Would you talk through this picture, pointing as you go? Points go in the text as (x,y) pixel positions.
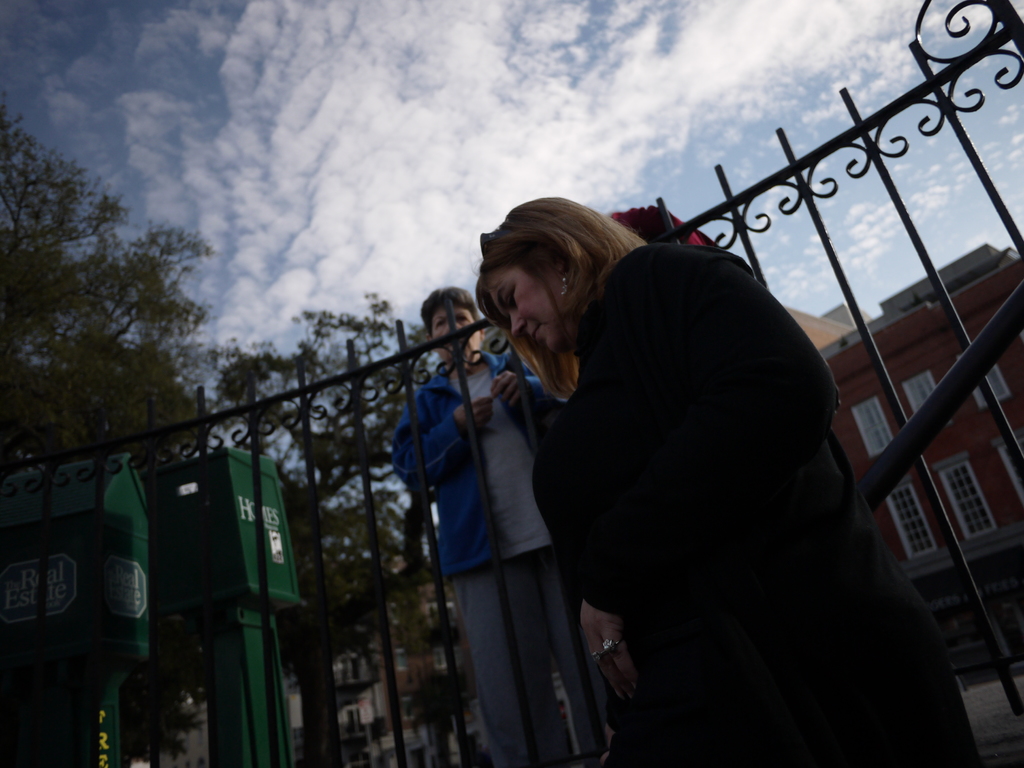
In this image in the center (662,360) there is one woman (606,385) standing, and there is a fence (199,480) and some containers (177,498) and one person (465,524) is standing. In the background (927,394) there are some trees (70,441) and buildings (894,369), at the top (337,173) there is sky (502,114).
